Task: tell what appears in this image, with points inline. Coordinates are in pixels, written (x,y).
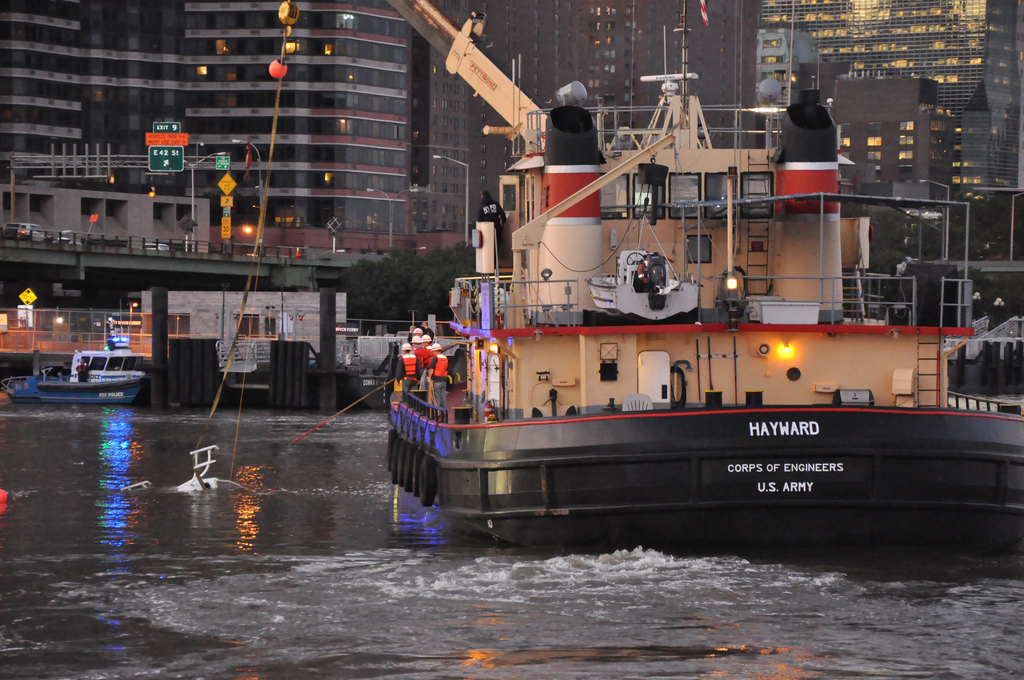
In this image there are a few people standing in the ship (468,323), which is on the river (242,552), there is another ship (98,366). In the background (460,206) there are buildings (460,135).
